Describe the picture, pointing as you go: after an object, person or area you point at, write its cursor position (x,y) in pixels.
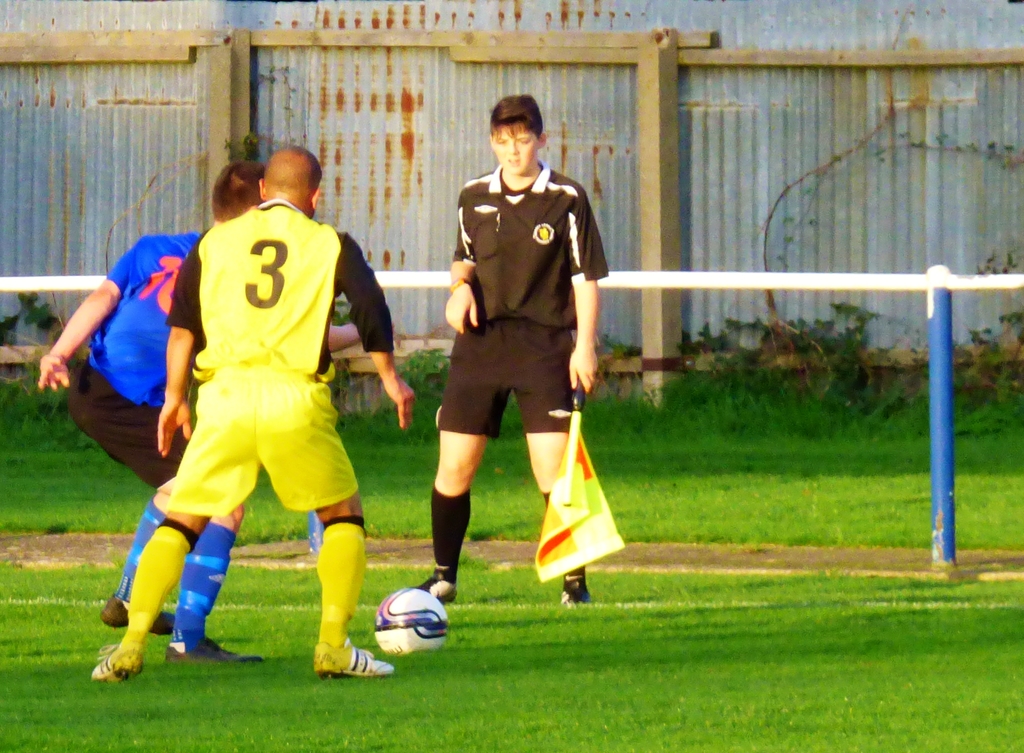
On the left side (325,566), there are two players (315,302), playing football on the grass (315,686) on the ground (430,686). Beside them, there is a person (510,278) in black color dress (540,191), holding a flag (579,429) and standing. Beside this person (534,354), there is a white color rail (970,286) attached to a blue color pole (952,377). In the background (901,143), there is a wall (762,89).
